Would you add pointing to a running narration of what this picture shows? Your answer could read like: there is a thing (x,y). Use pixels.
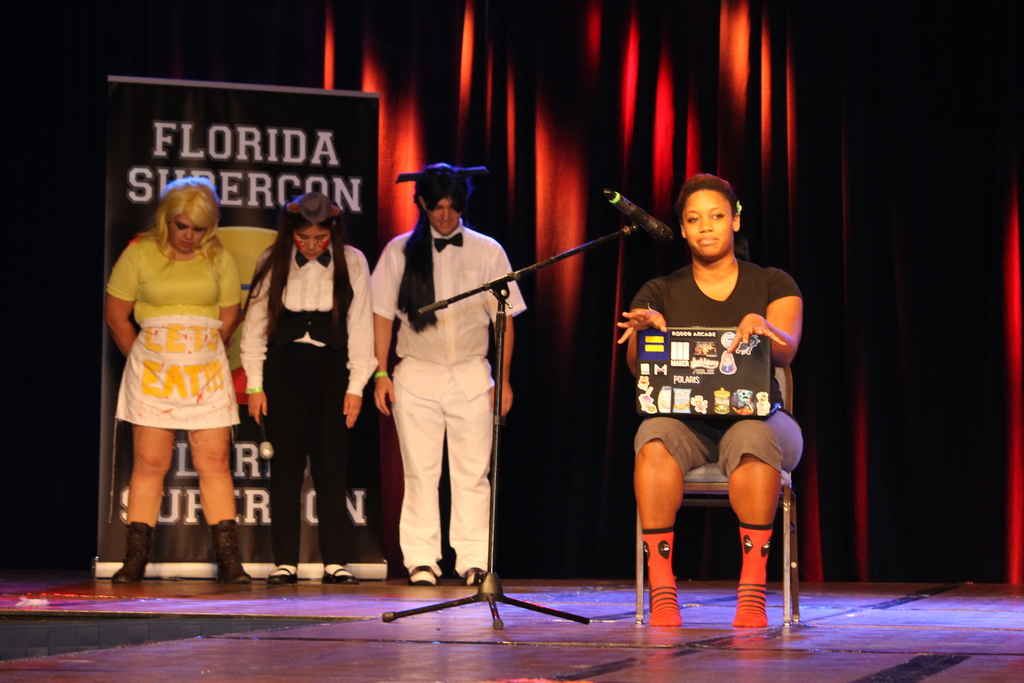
In this image there is a woman (735,424) sitting in the chair (716,464) by holding the laptop (697,368). In front of her there is a mic (628,202). In the background (331,203) there are three persons (289,273) standing on the stage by keeping their heads (324,246) down. Behind them there is a banner (213,133). In the background (605,82) there is a red color curtain (632,114).
